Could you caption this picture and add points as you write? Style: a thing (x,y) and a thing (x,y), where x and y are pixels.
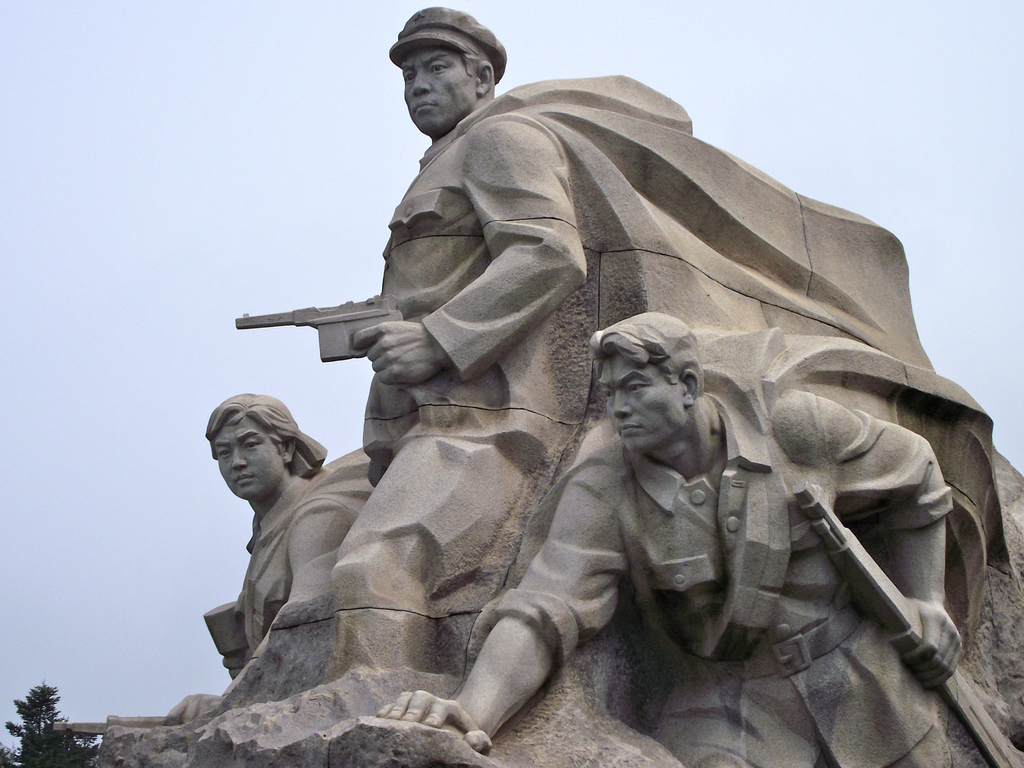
In this image, we can see a sculpture (679,337). In the background of the image (985,79), there is a sky (901,137).
